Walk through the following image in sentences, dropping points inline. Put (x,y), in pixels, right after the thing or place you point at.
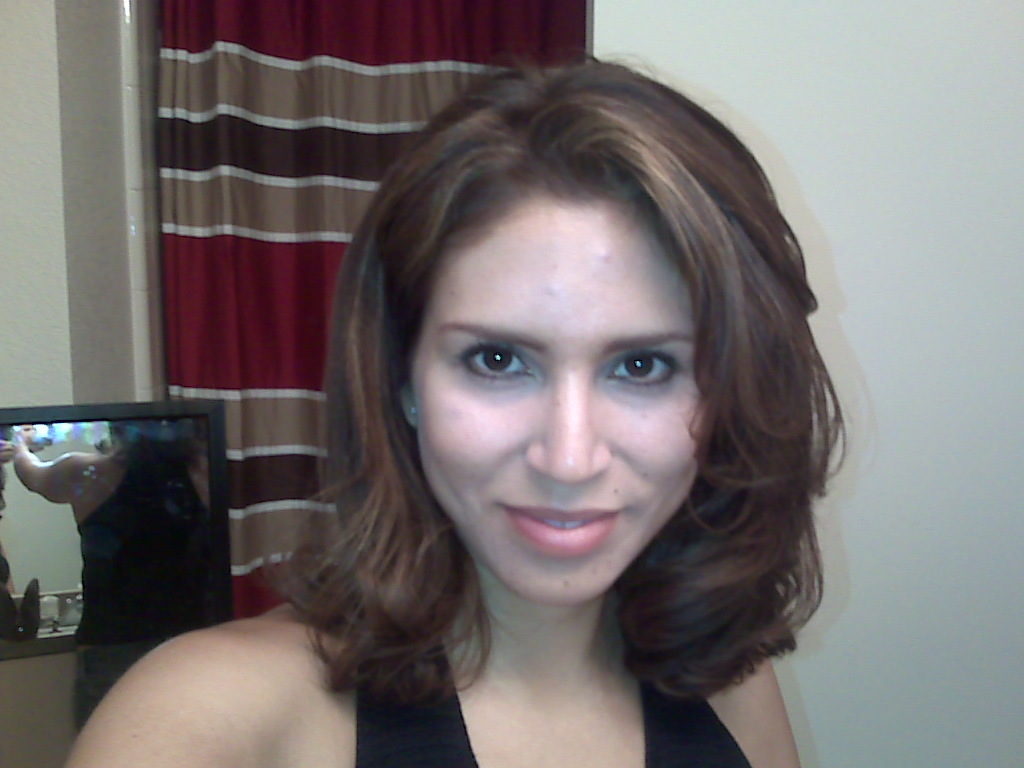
There is one woman (579,556) wearing a black color top (431,703) in the middle of this image (515,359) and there is a wall (75,197) in the background (848,277). There is a curtain (270,354) and a mirror reflection (97,525) on the left side of this image (161,499).
